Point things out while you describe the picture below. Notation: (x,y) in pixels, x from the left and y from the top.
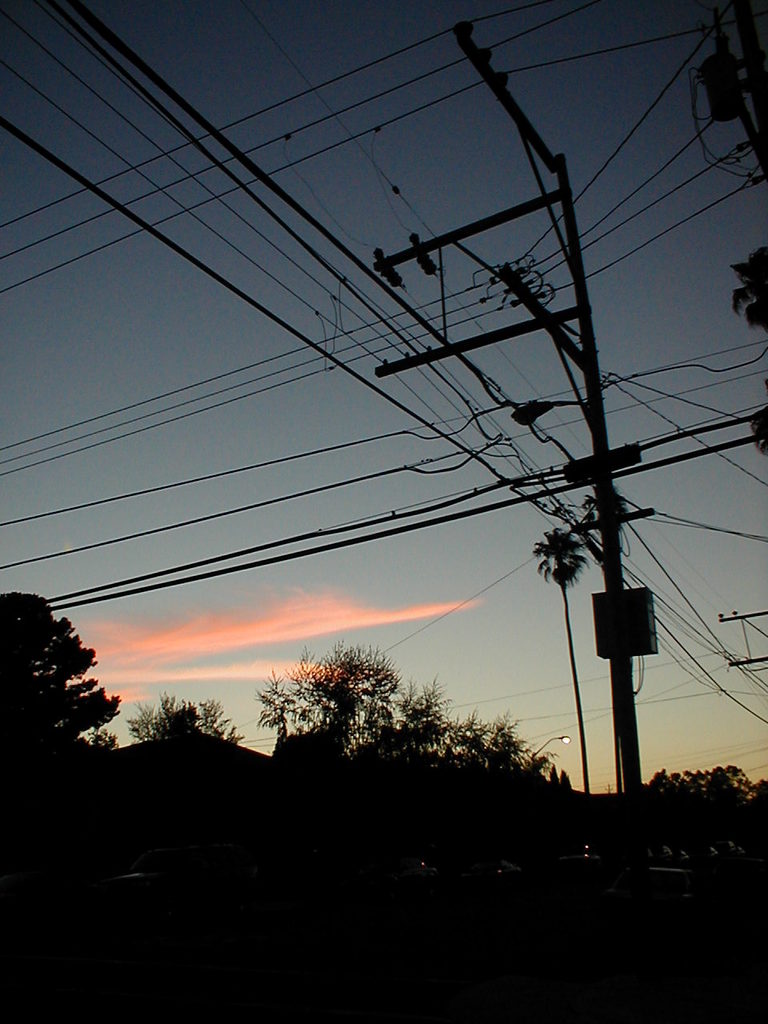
In this picture I can see there are trees (208,730) and buildings (197,791). There are some vehicles (144,908) moving on the road (303,997) and there is a electrical pole (640,618) here with some cables (451,391) attached to it.
